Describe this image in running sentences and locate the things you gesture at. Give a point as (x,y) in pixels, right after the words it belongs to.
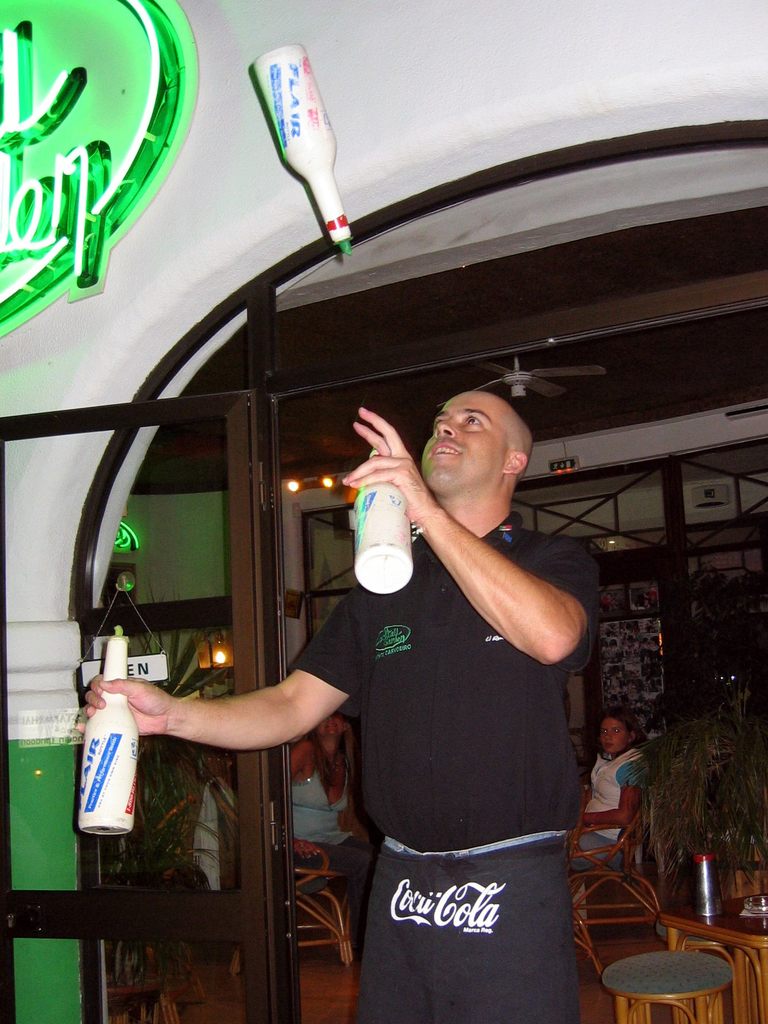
In this image I can see a man (454,706) wearing black t-shirt (427,698), standing and flipping the bottles (381,531). On the right side of the image (737,940) there is a table (737,942) and chairs (650,919) around it. In the background (615,777) there are some people (344,750) sitting on the chairs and looking at the person (416,641) who is flipping the bottles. on the top of the image (483,78) there is a wall (484,70).
